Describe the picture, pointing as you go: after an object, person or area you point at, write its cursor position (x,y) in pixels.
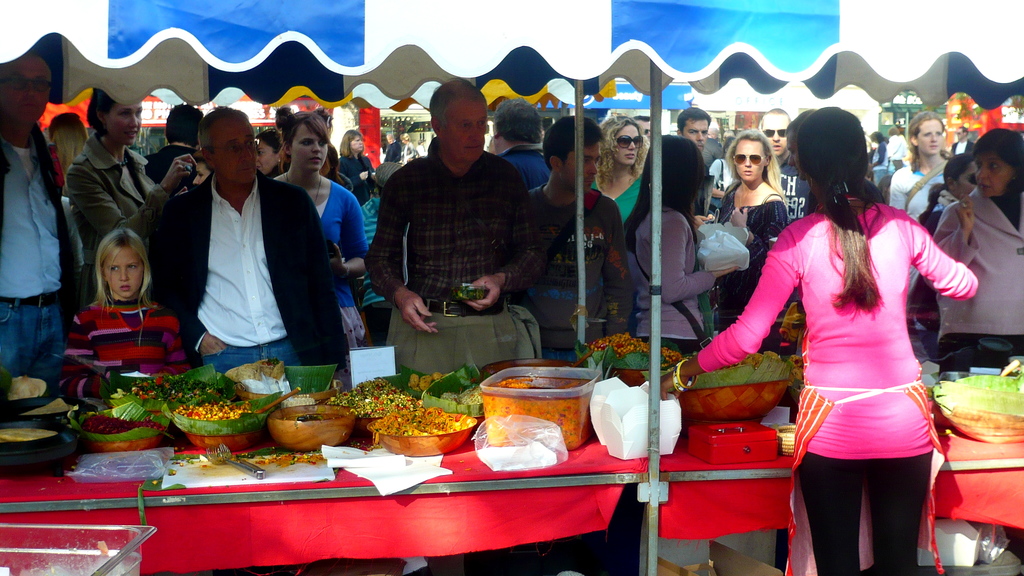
At the bottom of the image (991,507) there is a table (948,460), on the table (972,448) there are some bowls (1010,419) and food (113,418). In the middle of the image (343,244) few people (49,137) are standing. At the top of the image (985,48) there are some tents (1019,20).
